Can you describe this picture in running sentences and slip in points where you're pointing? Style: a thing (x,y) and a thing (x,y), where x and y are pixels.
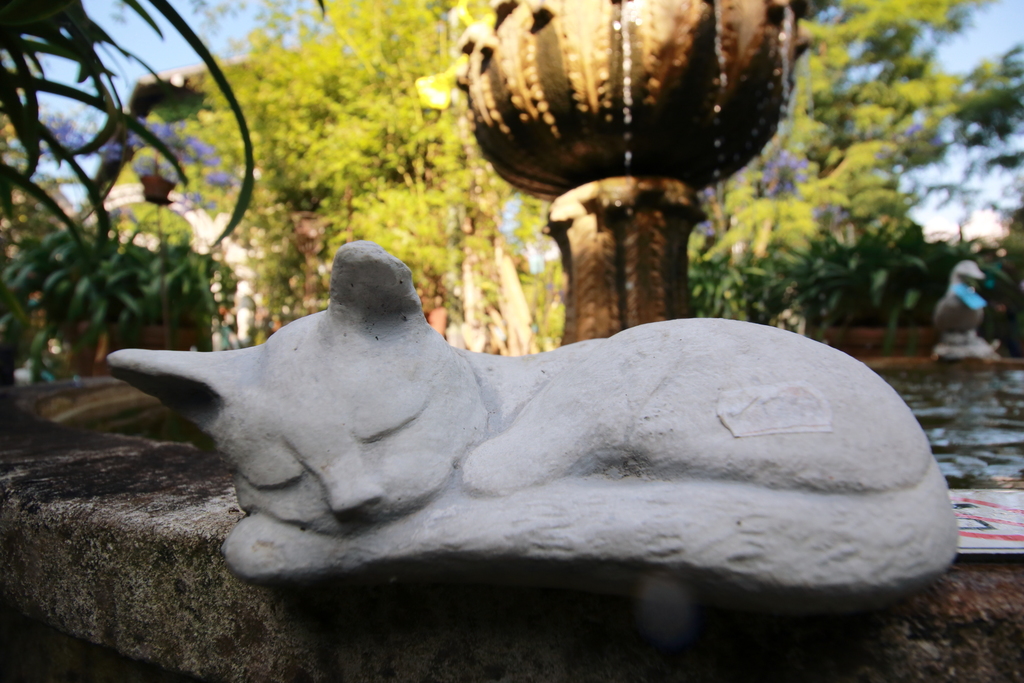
In this image in the foreground (469,437) there is a sculpture of a cat (410,451), and in the background (577,161) there is some object (604,173), trees (875,151), plants (918,285) and some flower pots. At the bottom (505,619) there is wall (257,601), and at top of the image (156,57) there is sky (156,57) and also we could see some water (960,440) in the center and some statues (978,315).
